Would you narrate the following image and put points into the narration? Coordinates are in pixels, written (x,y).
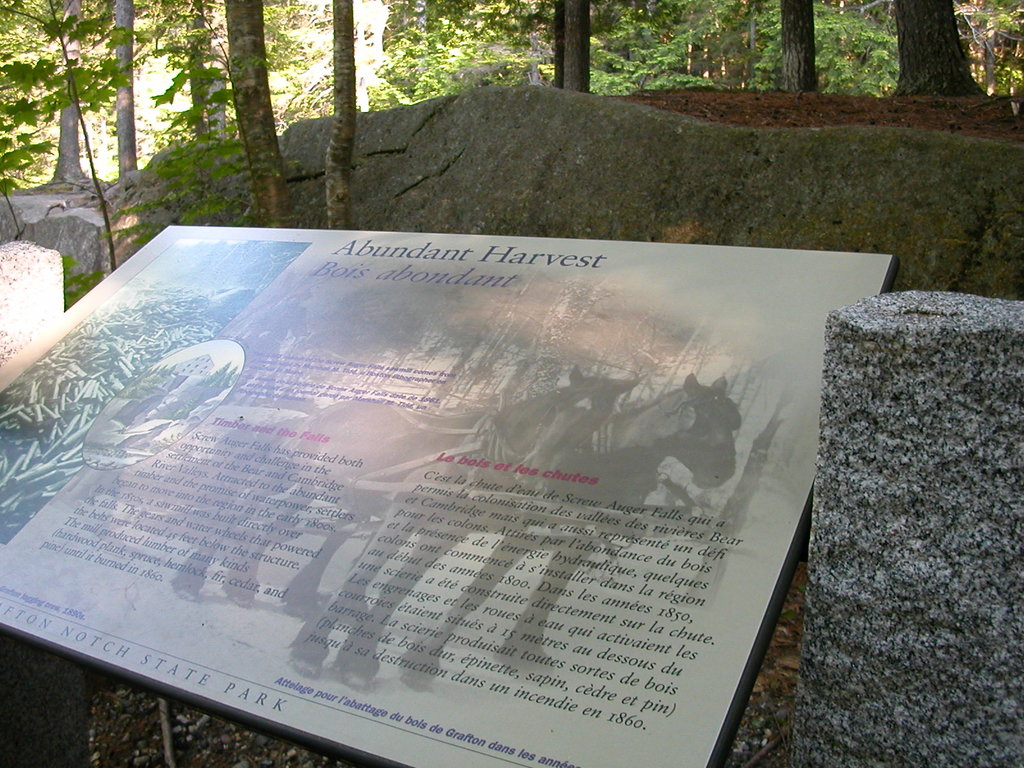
This is the picture of a board (494,492) on which there are some pictures (358,500) of animal (358,500) and something written on it and around there are some trees (292,56), plants (864,20) and rocks (21,652).
